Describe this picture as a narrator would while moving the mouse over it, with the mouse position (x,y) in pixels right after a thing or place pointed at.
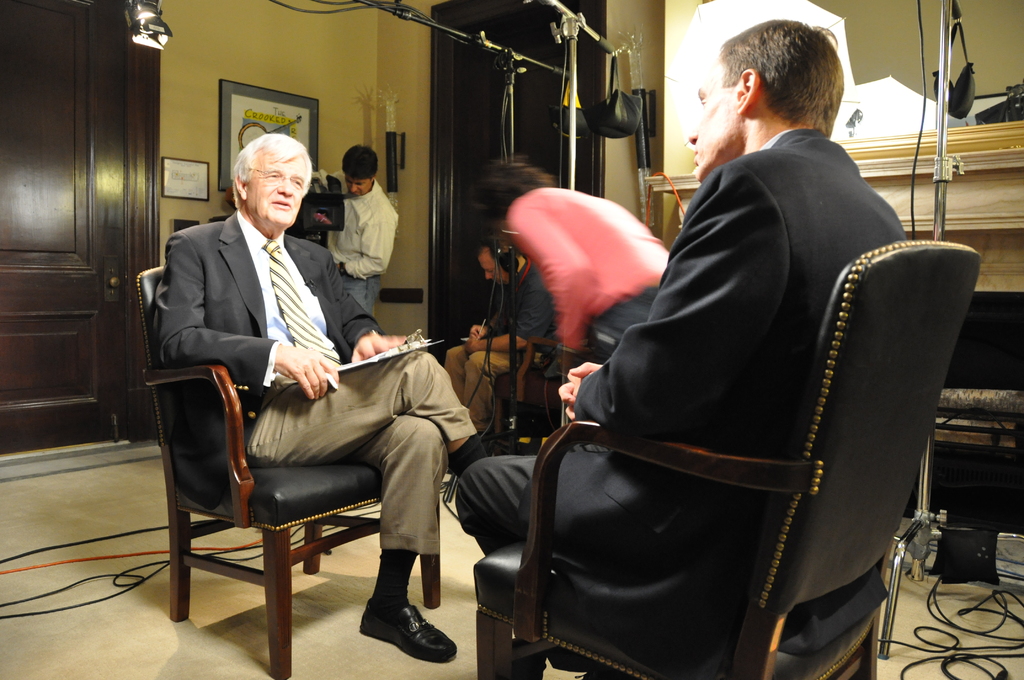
In this image i can see two man (447,392) sitting on a chair (285,489) at the back ground (565,245) i can see three persons (594,278), the person (348,224) standing at back (323,193) holding a camera (330,208), the frame (290,97) attached to a wall (263,64) and a door (69,176).
